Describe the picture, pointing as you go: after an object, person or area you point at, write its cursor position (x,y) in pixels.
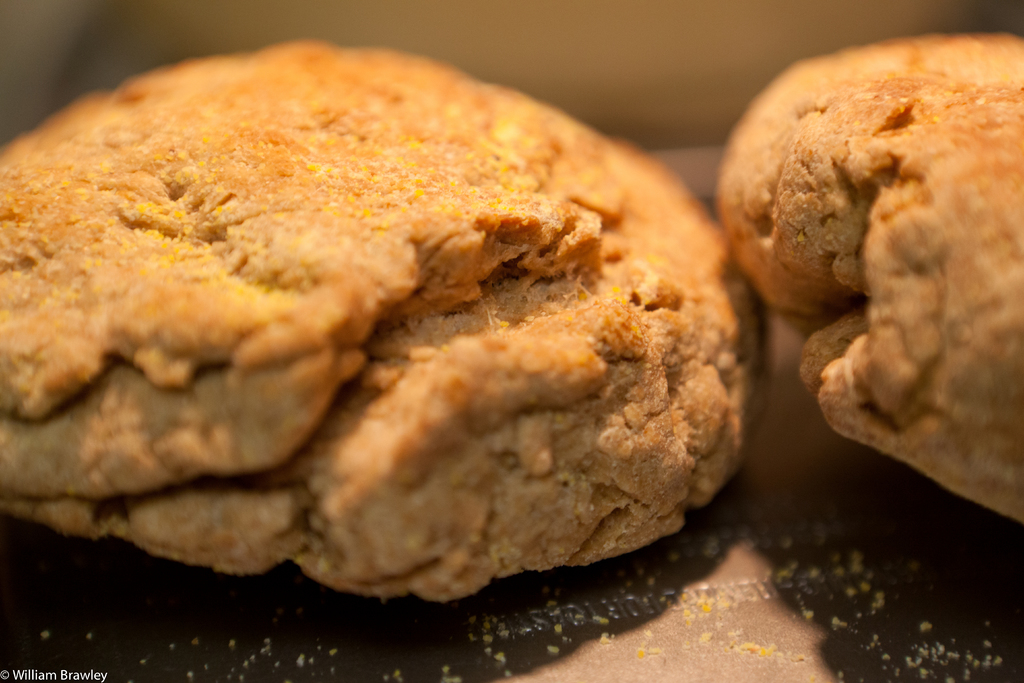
In this image we can see cookies (340,285) on a plate (975,670) and in the background (59,18) the image is blur.
